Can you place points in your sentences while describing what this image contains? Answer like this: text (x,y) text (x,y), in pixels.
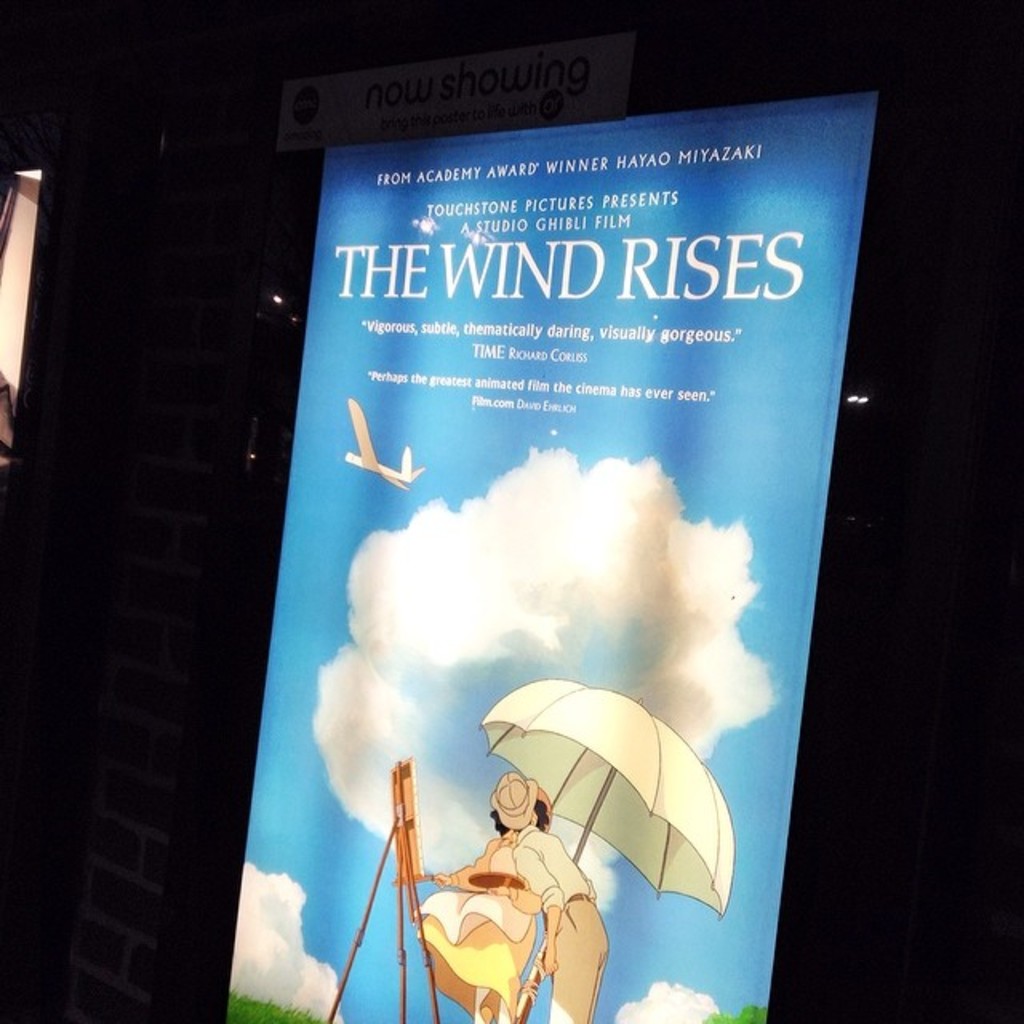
In this image we can see an advertisement board (483,677), wall (164,503) and a name board (471,110).
